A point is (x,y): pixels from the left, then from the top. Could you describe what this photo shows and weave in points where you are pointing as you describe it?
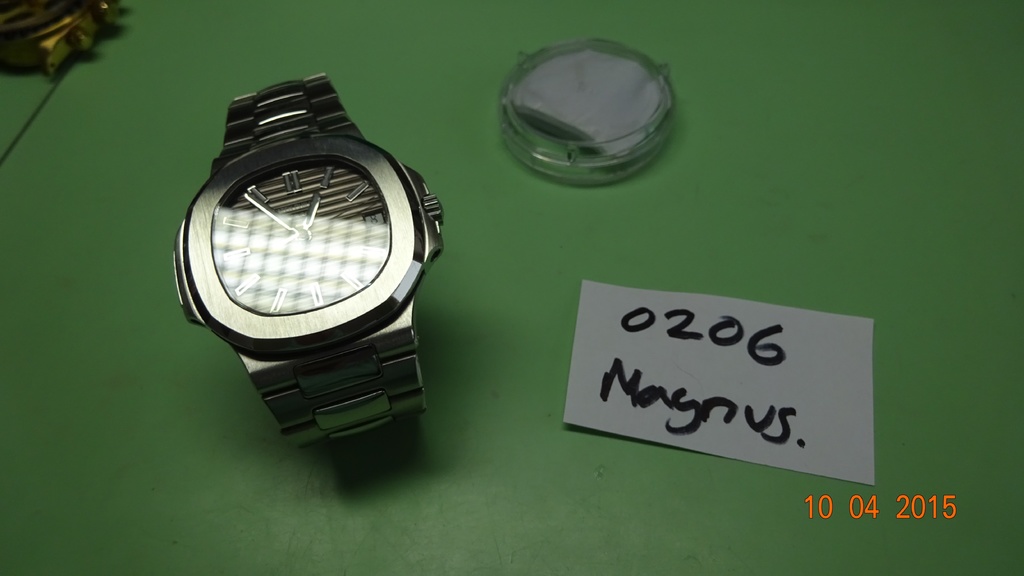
In this picture there is a table (875,171), which is in green color. On that table (910,156), we can see a watch (413,304). On the right side of the table (866,276) there is a paper (766,314).
